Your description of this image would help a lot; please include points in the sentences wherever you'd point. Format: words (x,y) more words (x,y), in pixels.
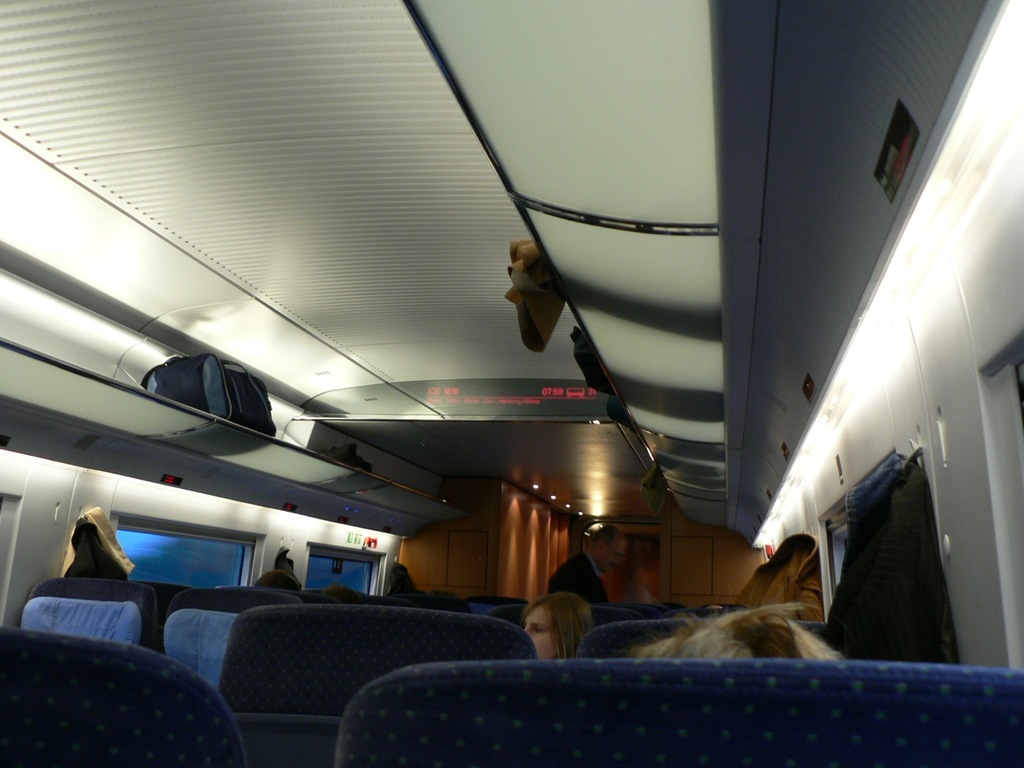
This is the picture of a vehicle (459,600). In this image there are group of people (564,656) sitting and there is a person (607,579) standing. There are clothes (904,585) hanging at the windows (252,562). At the top (910,219) there are bags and there are lights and there is a text (481,400) on the screen (485,387). On the left side of the image (328,555) there are windows (199,558).
